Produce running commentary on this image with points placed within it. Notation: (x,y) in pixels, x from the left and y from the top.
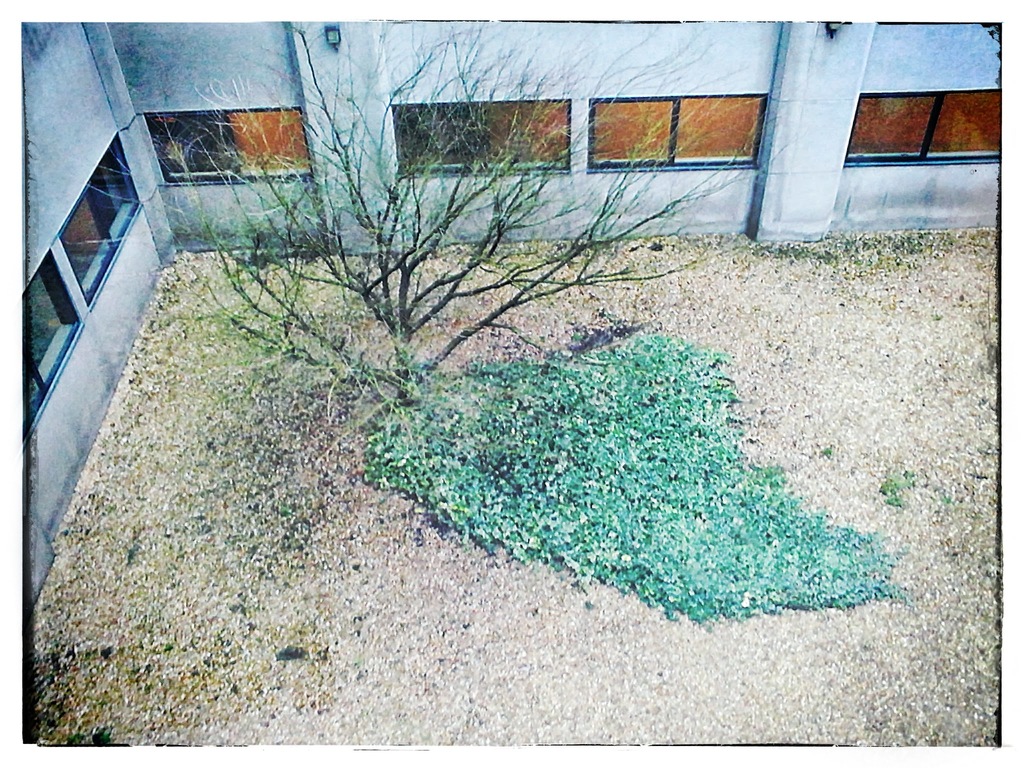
There is a tree (362,305). On the ground (368,344) there are plants (640,509). On the sides there is a wall (123,139) with pillars (146,181) and windows (469,142).
